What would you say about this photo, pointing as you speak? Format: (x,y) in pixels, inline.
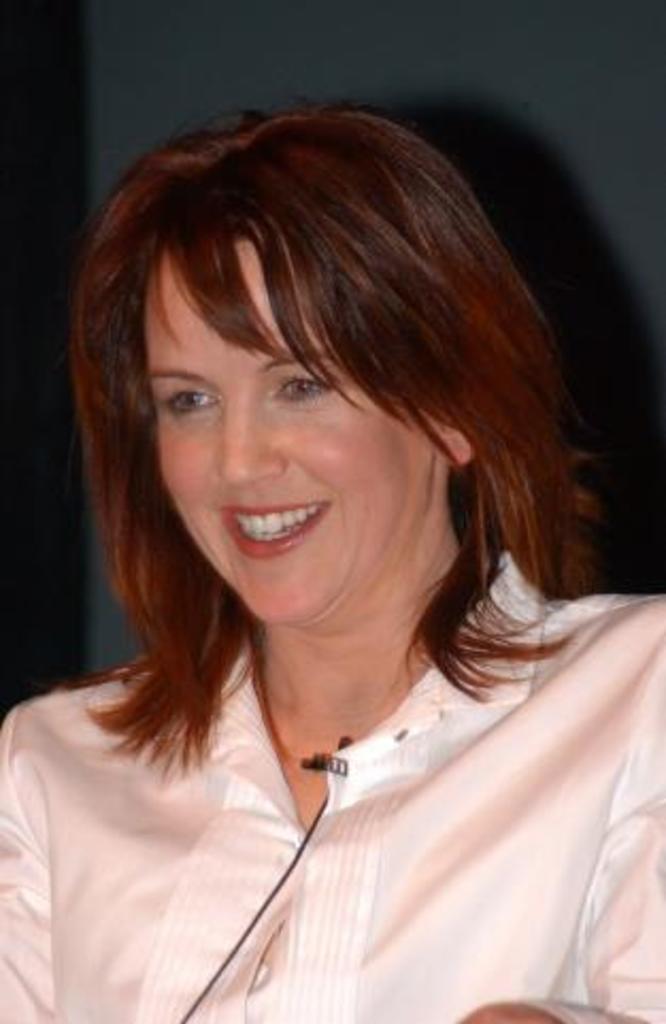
In the foreground of this image (511,336), there is a woman (488,681) in white shirt (527,906) and having smile (279,518) on her face (273,524). In the background (251,50), it seems like a wall (267,45).
